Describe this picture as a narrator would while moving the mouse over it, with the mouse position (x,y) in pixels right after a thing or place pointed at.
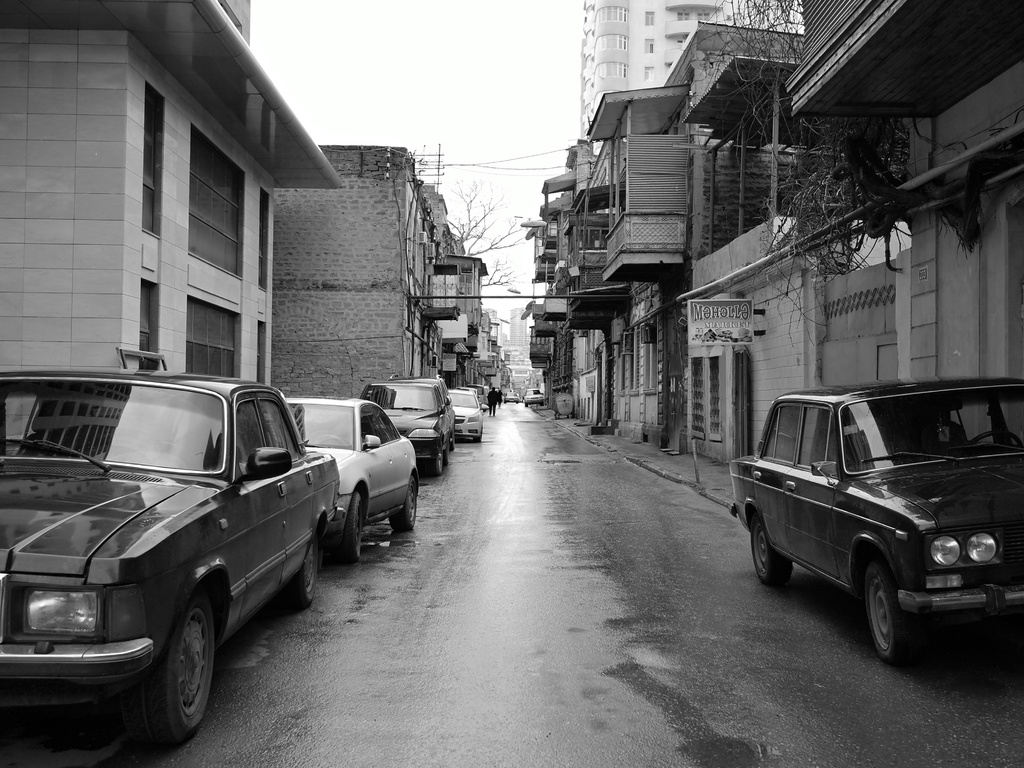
In this image there are cars (290,541) parked on the road (488,568) and there is a person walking on the road (485,472), on the either side of the road (459,450) there are trees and buildings (612,410).
